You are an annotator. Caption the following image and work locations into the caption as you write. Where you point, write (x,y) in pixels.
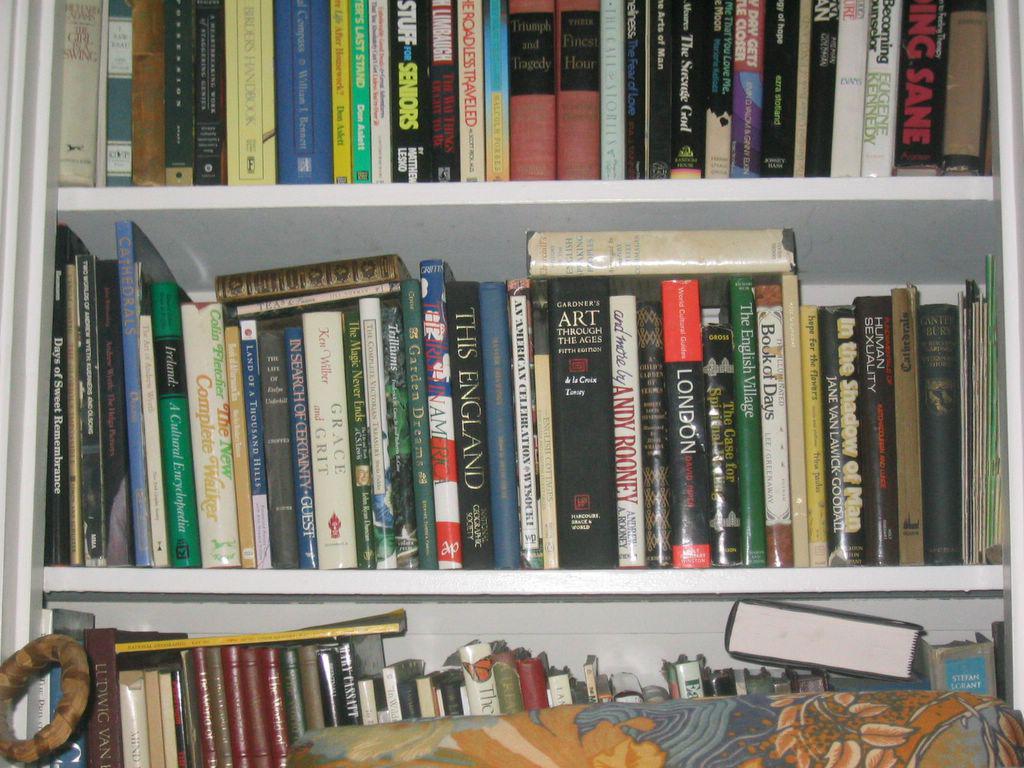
In this picture I can see books (435,426) in a shelf (19,703) and there are some objects (501,739).
